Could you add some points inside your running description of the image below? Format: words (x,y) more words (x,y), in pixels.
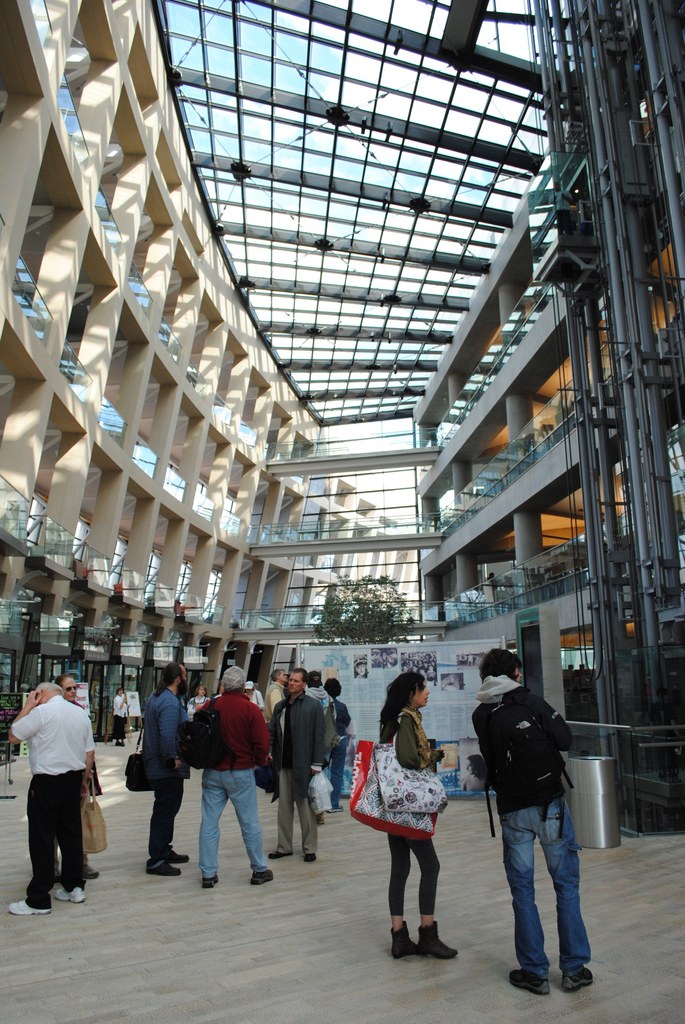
In this picture I can observe some people (64,809) standing on the floor (618,954). There is a poster (354,694) behind them. In the background (358,602) I can observe a building (186,490), tree (369,605) and a sky (392,78). There are some clouds (361,234) in the sky (325,48).
